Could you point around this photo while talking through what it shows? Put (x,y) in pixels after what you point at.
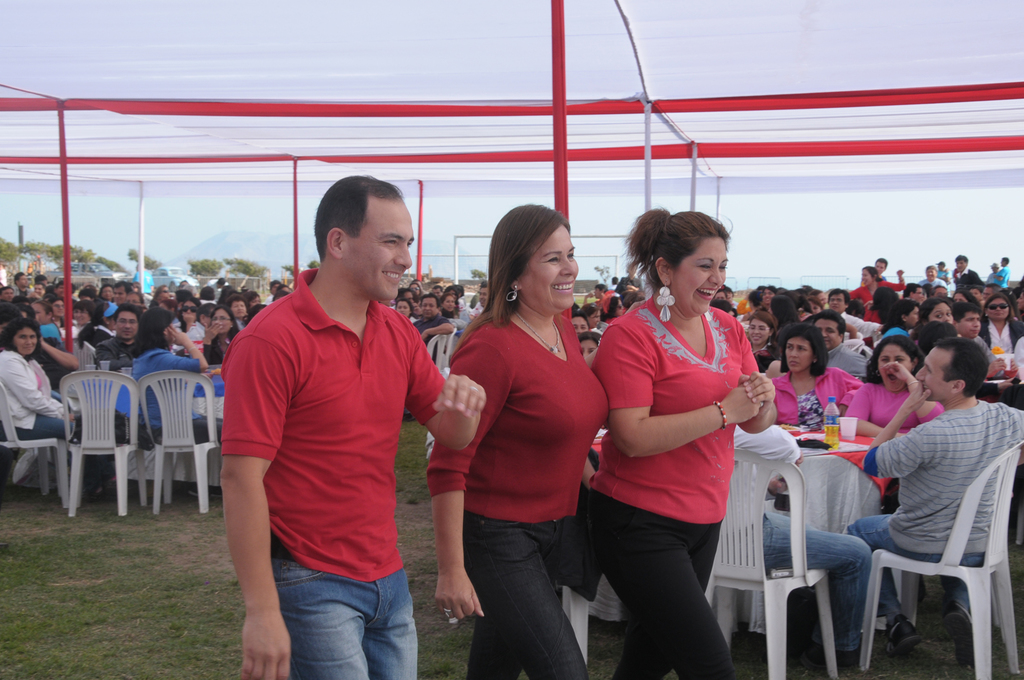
In the image there are three people (646,454) walking to the right side, in the background (157,351) there are some other people (783,348) sitting, the people (680,388) who are walking are wearing red dress (490,431) two of them are women (626,412) and one man (471,384), in the background (171,236) there is sky (173,223) and some trees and vehicles (172,274).
